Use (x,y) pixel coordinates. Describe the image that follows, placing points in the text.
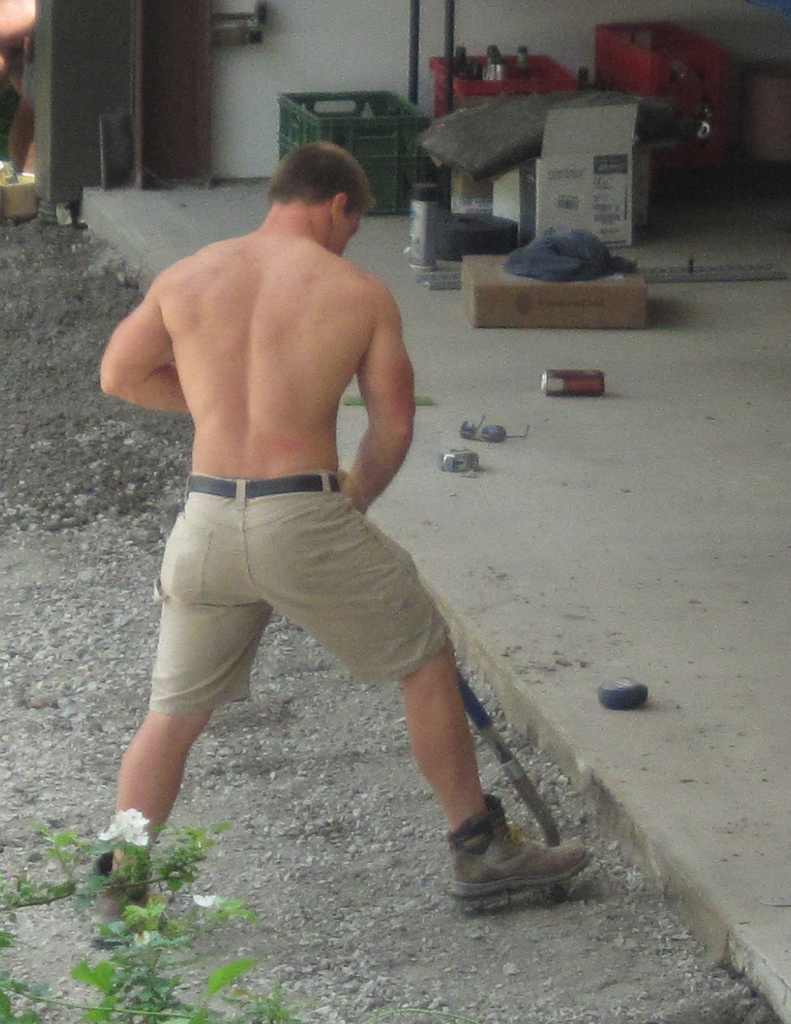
In this picture I can see a man (240,557) in front (261,575) who is wearing shorts (246,592). On the right side of this image (587,701) I see the platform (428,349) on which there are few things (516,210) and I see a goggle (466,422). On the left side (51,889) bottom corner of this image (87,898) I see the leaves (180,852) and I see flowers (139,842) which are of white in color.
